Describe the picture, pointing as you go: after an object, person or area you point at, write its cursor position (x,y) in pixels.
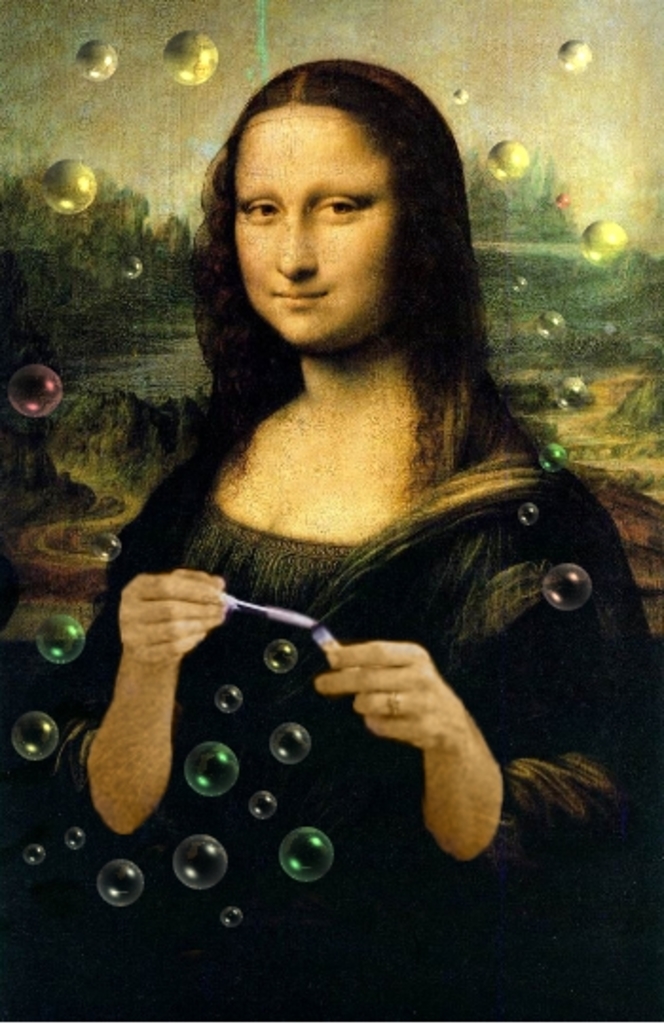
In this image there is a painting (255,323) of a girl (427,309). In front of her there are bubbles (187,765).
